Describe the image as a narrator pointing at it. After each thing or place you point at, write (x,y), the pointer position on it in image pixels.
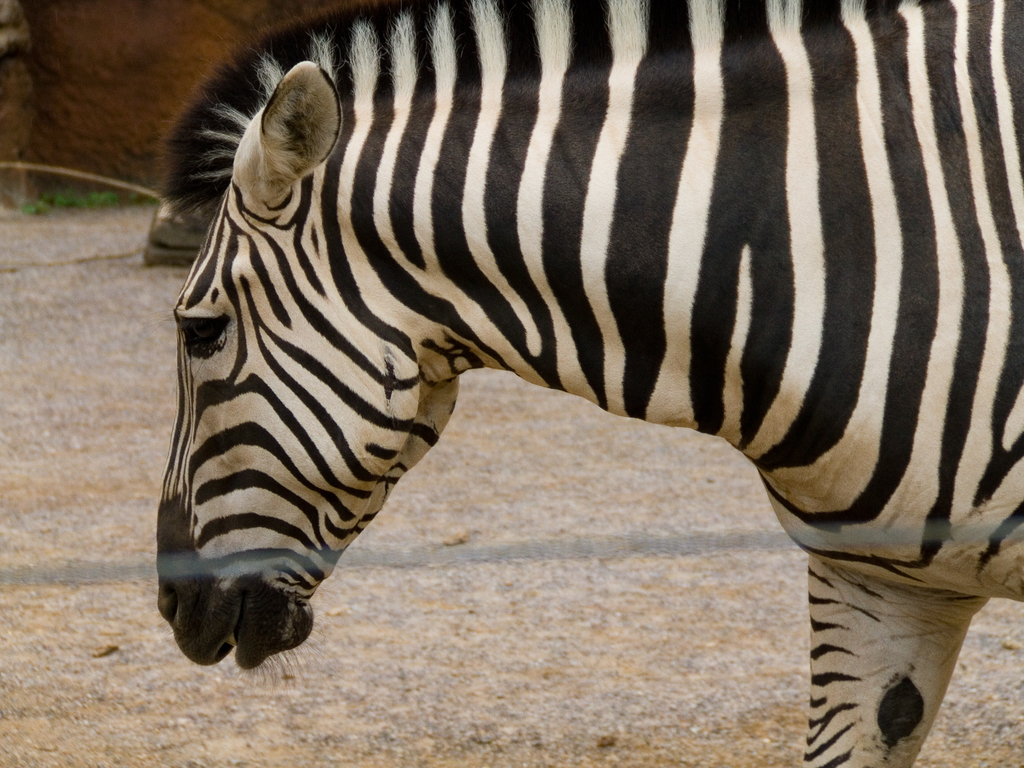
In this picture we can see a zebra (418,440) on the ground (460,584) and in the background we can see a wall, grass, stick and an object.
